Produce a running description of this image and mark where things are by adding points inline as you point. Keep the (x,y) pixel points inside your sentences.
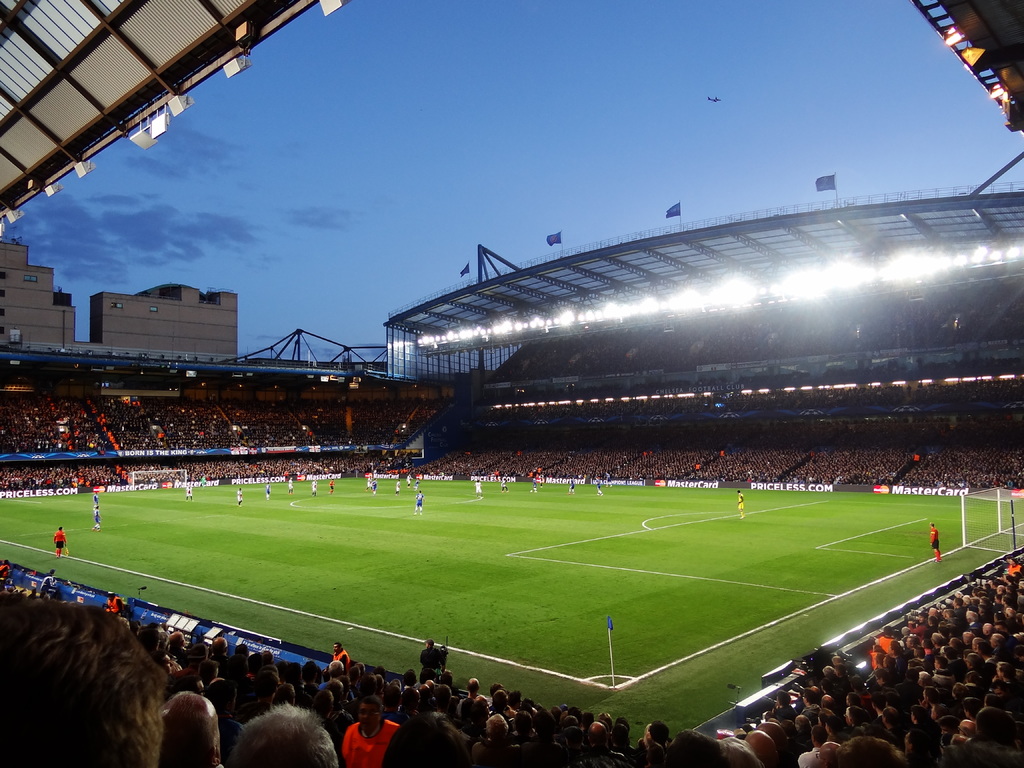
It is a picture of the stadium (394,475). Here we can see a group of people (191,727). In the middle of the image (369,477), we can see few people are playing a game on the grass (635,578). Background (1008,265) we can see light (666,308), shed (675,267) and sky (438,159).
